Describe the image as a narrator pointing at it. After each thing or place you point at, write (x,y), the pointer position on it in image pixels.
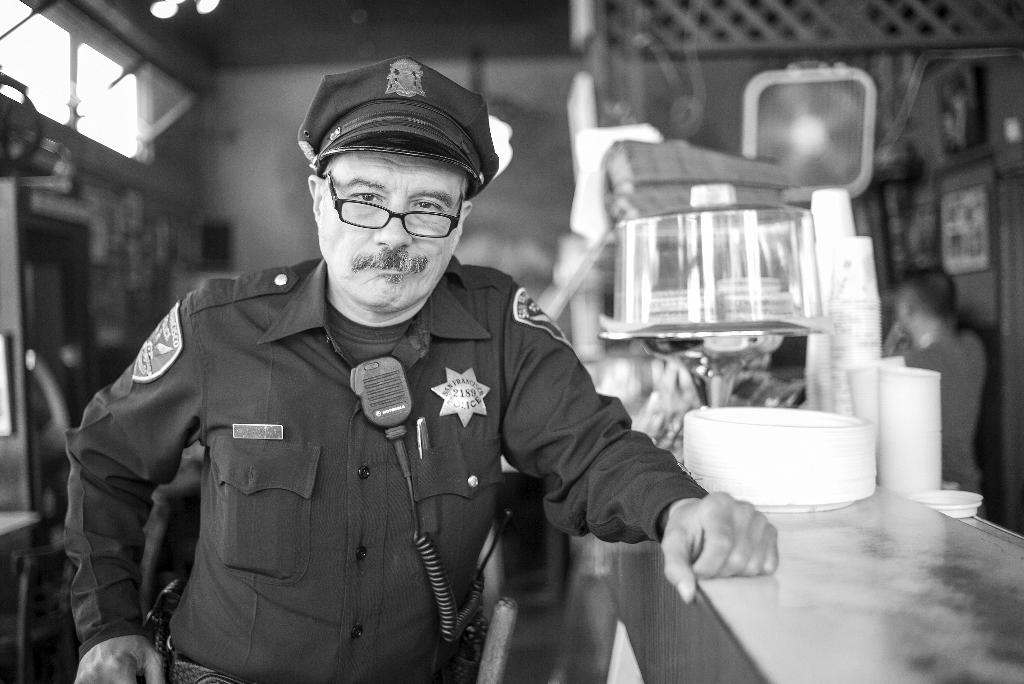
In this image in the front (306,359) there is a person (354,342) standing, there is a table (844,592) and on the table (812,517) there are objects (810,362) which are white in colour. In the background (928,323) there is a person (935,337), there is a frame (974,252) on the wall (931,215) and on the left side (125,273) there are windows (71,80) and there are objects (215,244).
